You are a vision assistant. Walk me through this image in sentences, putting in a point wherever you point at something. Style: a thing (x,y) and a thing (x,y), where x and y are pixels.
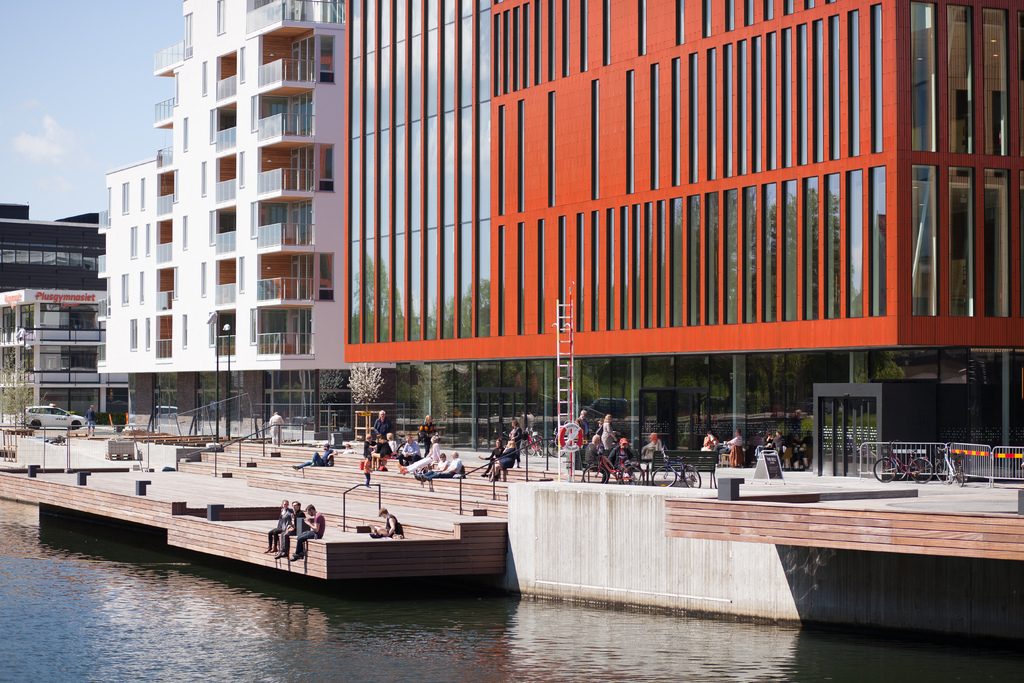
In this picture we can see buildings (283,253) here, there are some people (438,451) sitting on stairs (475,485), there is a bench (606,473) here, at the bottom (370,640) there is water (363,655), we can see a car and a tree (379,380) here, on the right side (903,479) there is a bicycle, we can see the sky (54,82) at the left top of the picture (103,82).
